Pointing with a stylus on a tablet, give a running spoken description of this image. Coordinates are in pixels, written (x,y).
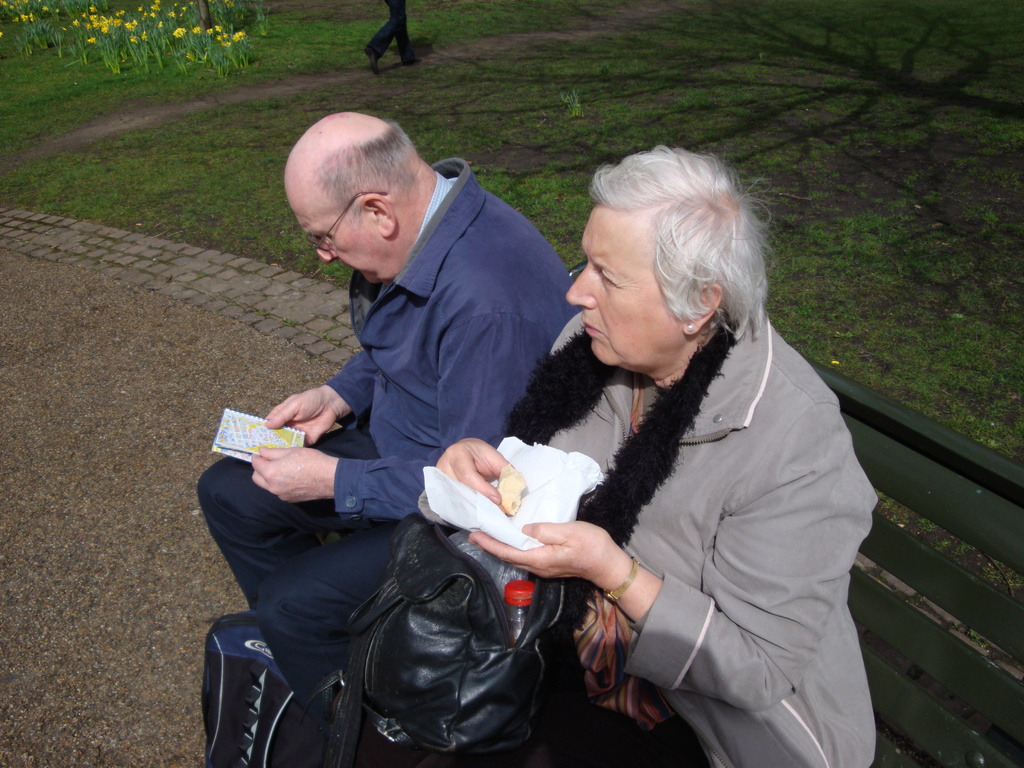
In this picture we can see person legs (403,23), grass (444,111), yellow flowers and green leaves (213,44). On the right side (753,385) we can see a man (345,136) and a woman (656,331) sitting on the bench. This woman (663,370) is holding a white paper (524,507) and food (505,489) in her hands (542,537). We can see a bottle (516,612) in a black bag (536,591). At the bottom (269,704) we can see a bag (293,703) on the floor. This man (305,481) wore spectacles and he is holding a small book (253,452).
